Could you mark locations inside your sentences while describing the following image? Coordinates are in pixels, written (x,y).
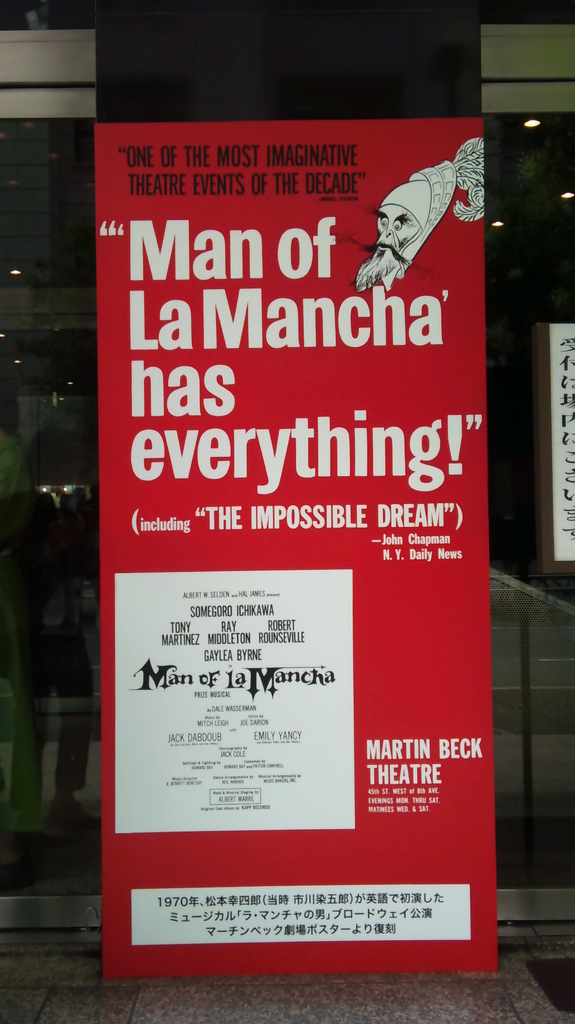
In this image I can see in the middle (325,371) it looks like a banner (389,559) in red color. There is the text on it, in the right hand side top there are ceiling lights (535,125).
